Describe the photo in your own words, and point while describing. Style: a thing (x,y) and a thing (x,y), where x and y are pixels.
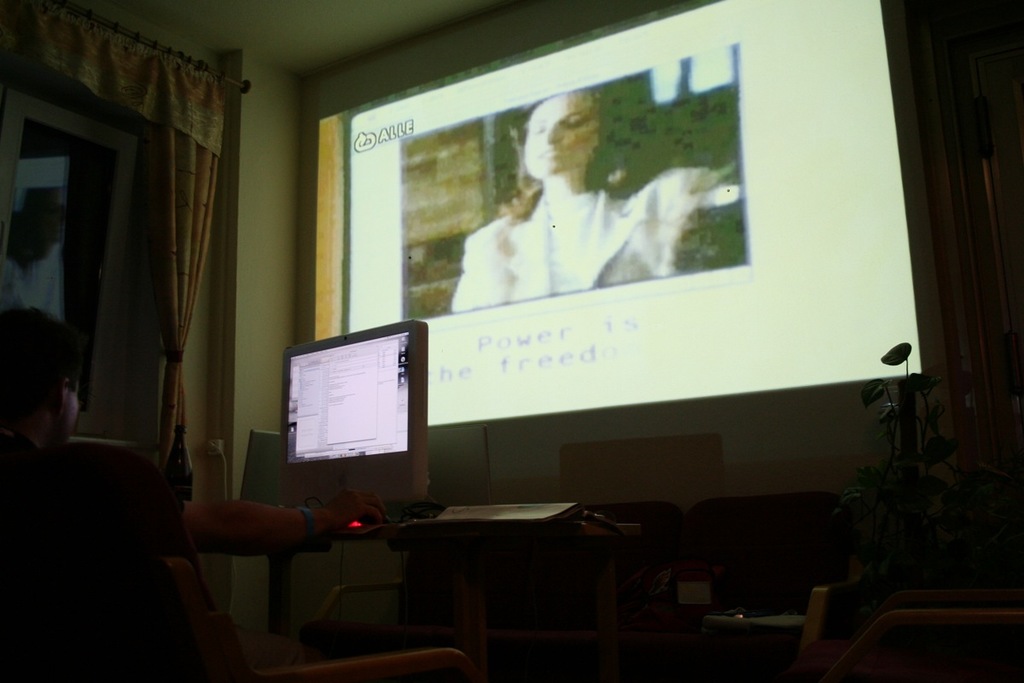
This picture is clicked inside the room (530,407). The man (191,532) on the left side (184,533) is sitting on the chair (107,633). He is operating the system (316,499). In front of him, we see a table (364,534) on which mouse (368,517) and monitor (395,457) are placed. Beside that, we see chairs (739,571). On the left side (221,248), we see a wall (240,306), window (52,233) and a curtain (186,288). In the background (546,342), we see a projector screen (729,310) which is displaying the movie (543,199).
